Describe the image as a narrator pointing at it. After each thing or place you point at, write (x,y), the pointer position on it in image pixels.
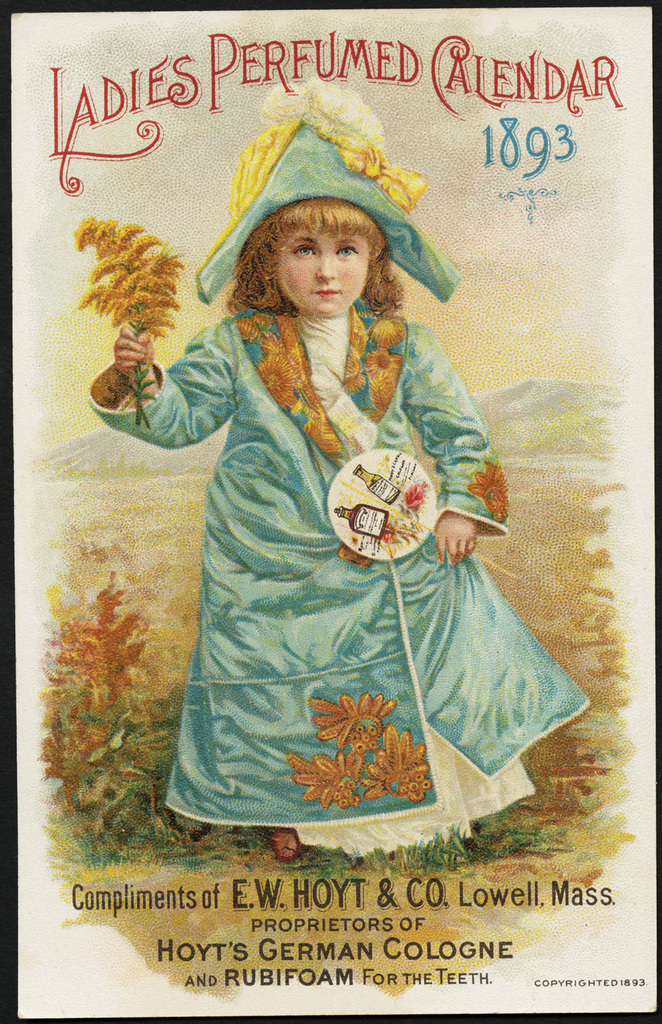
In the center of the image (371,479) we can see a poster (409,710). On the poster (391,770), we can see one person (357,733) holding some objects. And we can see some text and a few other objects (157,754). And we can see the black colored border (10,630) around the image.
